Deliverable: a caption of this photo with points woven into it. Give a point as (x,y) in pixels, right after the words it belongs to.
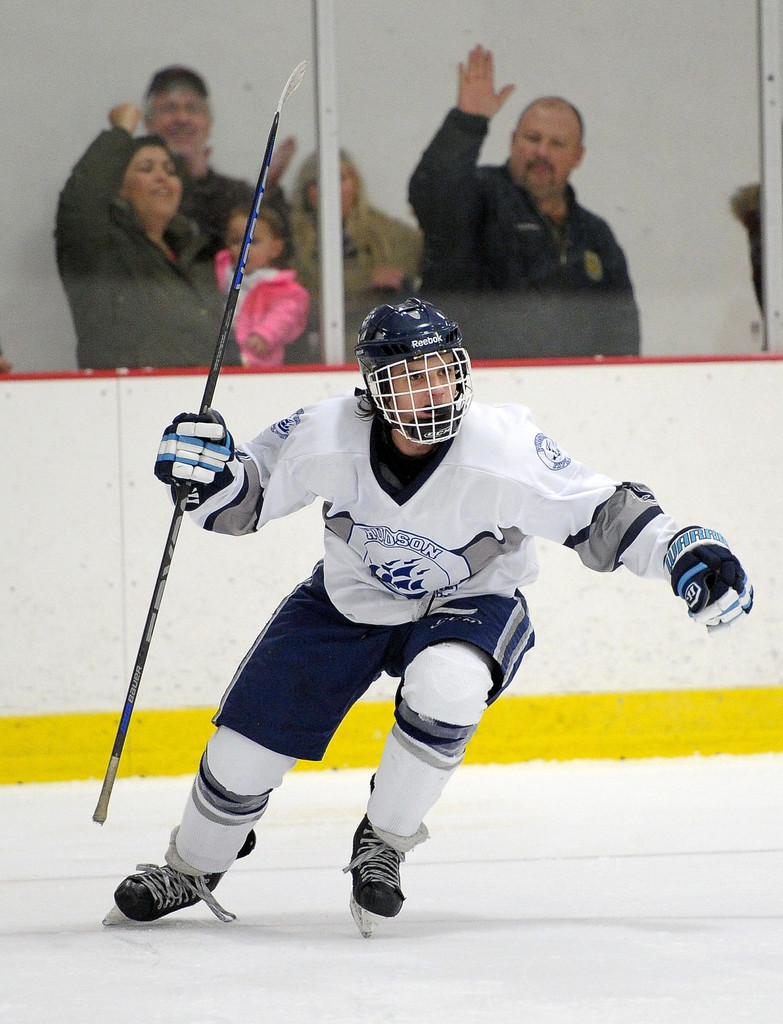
In this picture I can see there is a person (160,878) skating on the ice (485,906) and he is holding a stick (139,665) and in the backdrop (157,163) I can see there are few people (484,116) standing.
